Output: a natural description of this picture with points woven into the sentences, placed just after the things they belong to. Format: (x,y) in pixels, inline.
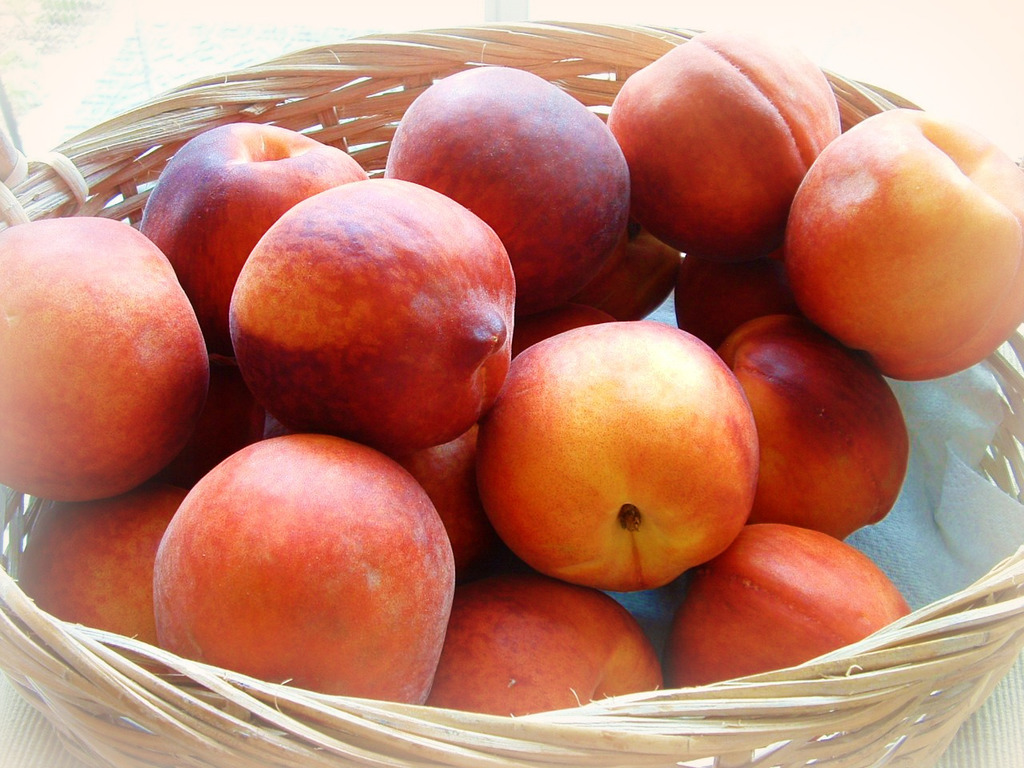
In this image we can see a basket (91,706) with fruits (557,546) on an object (972,745), which looks like a table (959,746).
